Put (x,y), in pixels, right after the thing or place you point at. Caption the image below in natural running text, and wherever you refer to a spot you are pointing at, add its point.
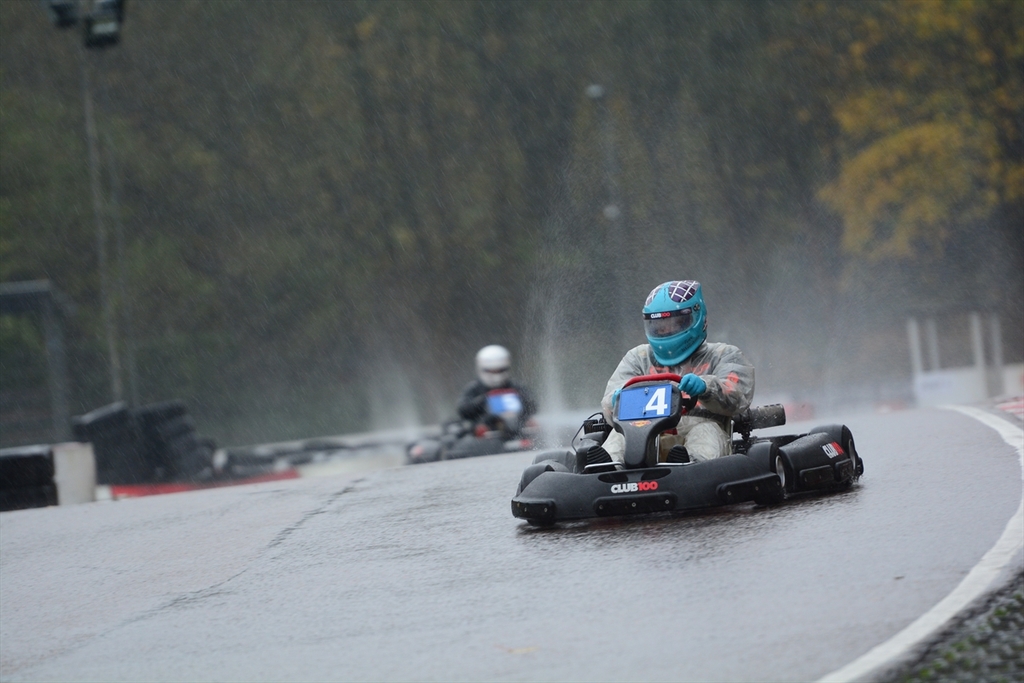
As we can see in the image in the front (463,438) there are two persons (475,400) wearing helmets (489,379) and riding vehicles (527,441). In the background (622,195) there are trees (657,137).
